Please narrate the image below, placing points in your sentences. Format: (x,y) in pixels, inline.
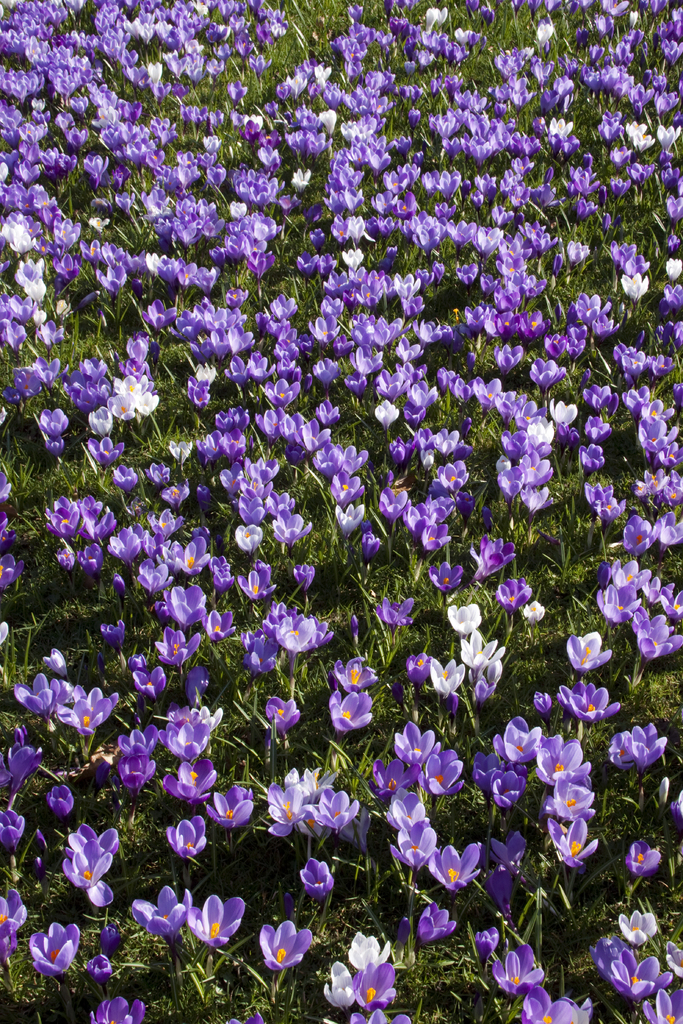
In this image there are purple and white color flowers (381,225) and there is grass (295,484).
